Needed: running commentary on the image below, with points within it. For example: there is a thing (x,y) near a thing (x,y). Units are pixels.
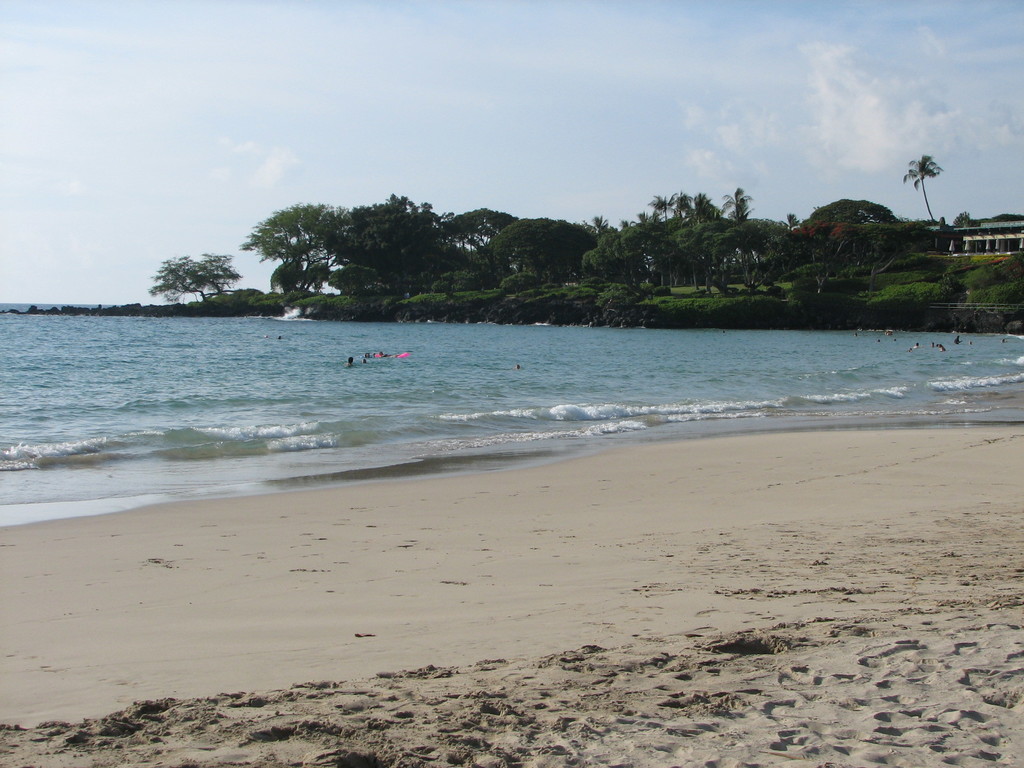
This picture shows water (485,358) and few trees (316,278) and a building (966,229) and we see few people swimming in the water (452,371) and we see a blue cloudy Sky (749,127).
